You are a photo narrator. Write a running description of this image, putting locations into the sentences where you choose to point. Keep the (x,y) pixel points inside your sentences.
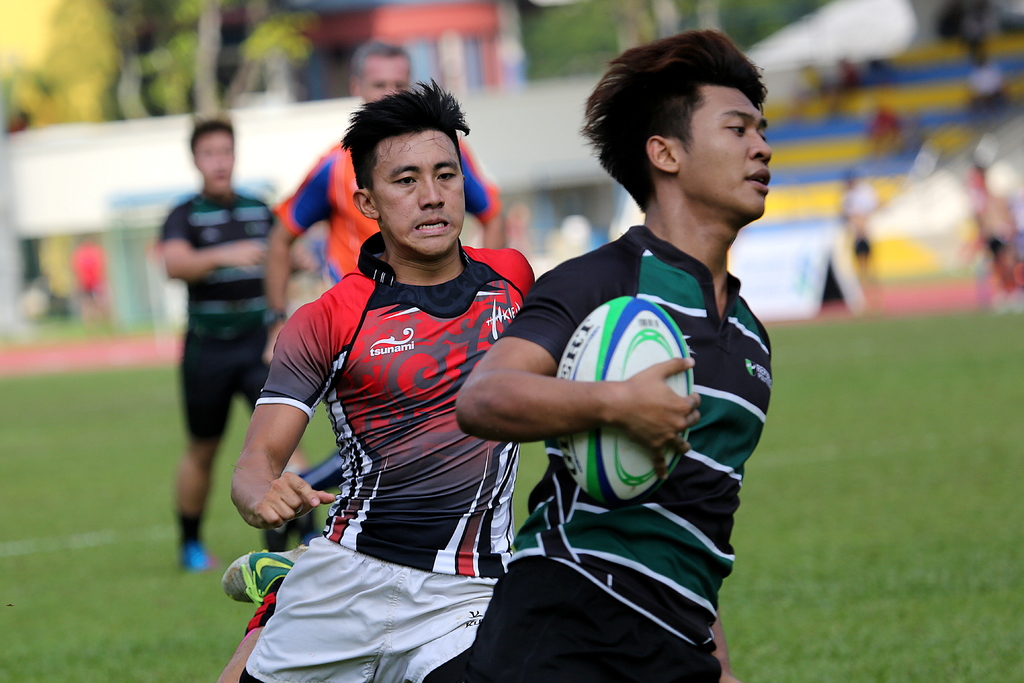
In this picture we can see four persons (421,275) running on ground (901,565) here in front (649,76) person (665,78) holding ball (611,365) in his hand (676,397) and in background (175,49) we can see trees (157,56), some crowd of people (872,112) but it is blurry.
